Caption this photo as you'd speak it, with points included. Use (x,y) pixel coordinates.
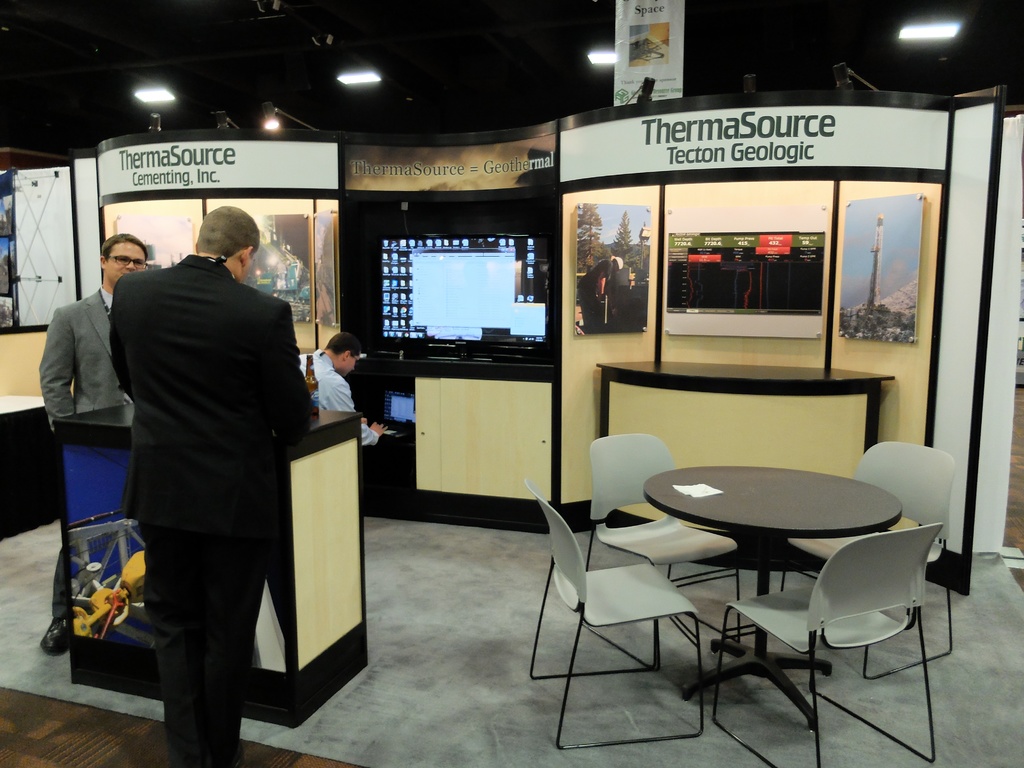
These two persons (202,423) are standing. This person (326,358) sitting. We can see television (524,323), posters (788,309), table (773,507) and chairs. This is floor (451,643). On the top (145,87) we can see lights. This is banner (644,89).
